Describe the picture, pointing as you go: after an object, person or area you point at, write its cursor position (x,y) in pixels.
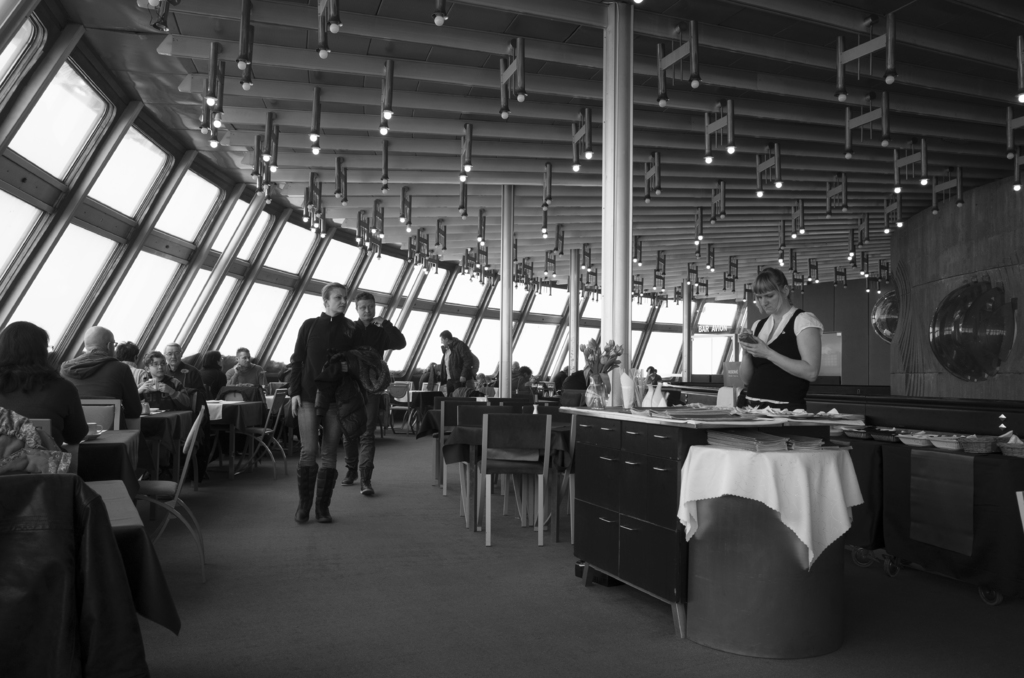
In the right (818,377) Women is she wear a black and white dress (790,333) at the top (697,222) there are lights (356,241) and in the middle (388,330) a woman (310,357) and a man (364,470) are walking towards this side and these are the glass walls (444,308).
